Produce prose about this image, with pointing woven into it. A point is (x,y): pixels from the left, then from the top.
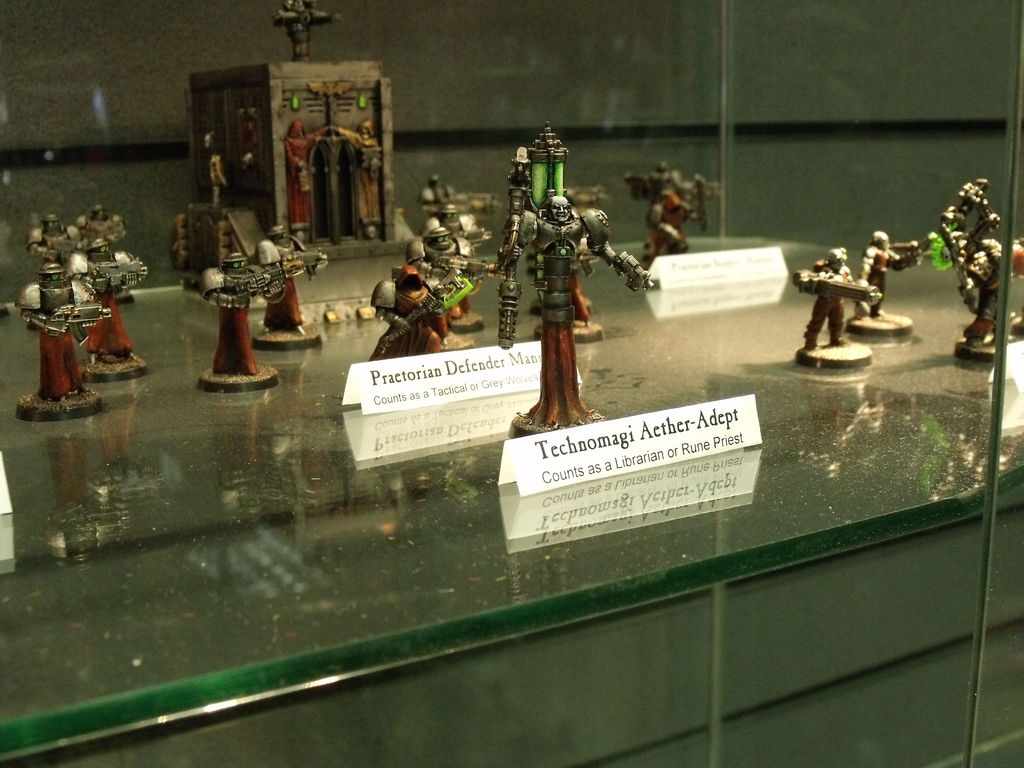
There is a glass (1012,140) through which we can see small sculptures (534,289) and name plates (538,436) on a glass table (479,492).
